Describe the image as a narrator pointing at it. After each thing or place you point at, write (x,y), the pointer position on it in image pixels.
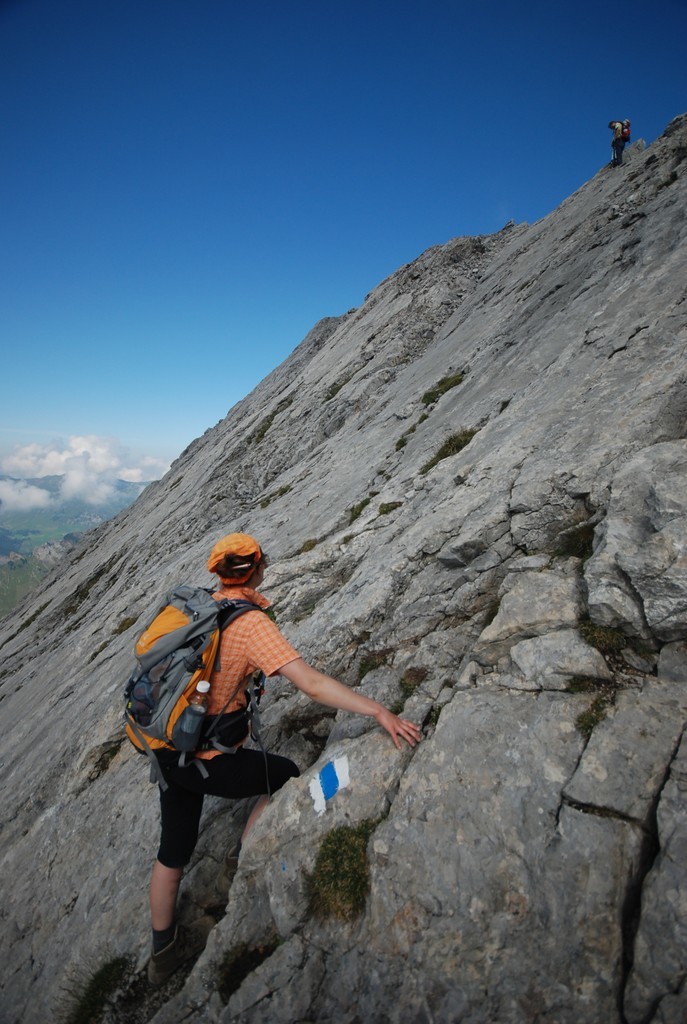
In this image we can see a man (299,662) climbing the rock wall (326,563). He is wearing a shirt (253,646) and he is carrying a bag (219,661) on his back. Here we can see another person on the top of the rock wall (622,201). This is a sky (164,278) with clouds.
